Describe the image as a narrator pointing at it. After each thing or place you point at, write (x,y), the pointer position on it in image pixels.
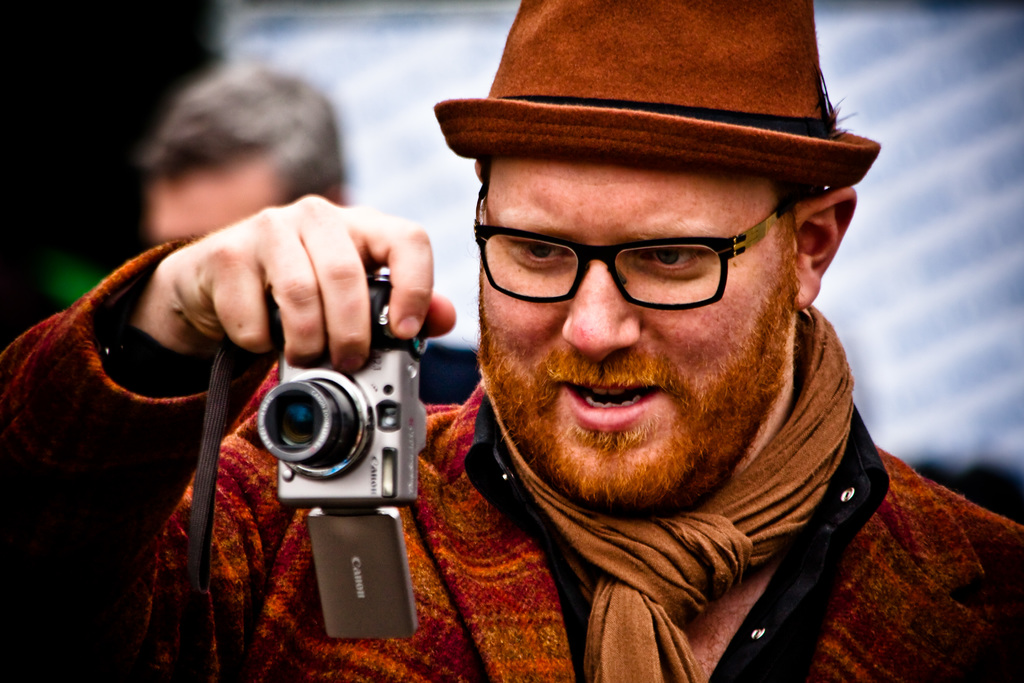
In this image I can see a man (797,374) is holding a camera (408,447). I can also see he is wearing a specs (520,300) and a hat (607,132).
